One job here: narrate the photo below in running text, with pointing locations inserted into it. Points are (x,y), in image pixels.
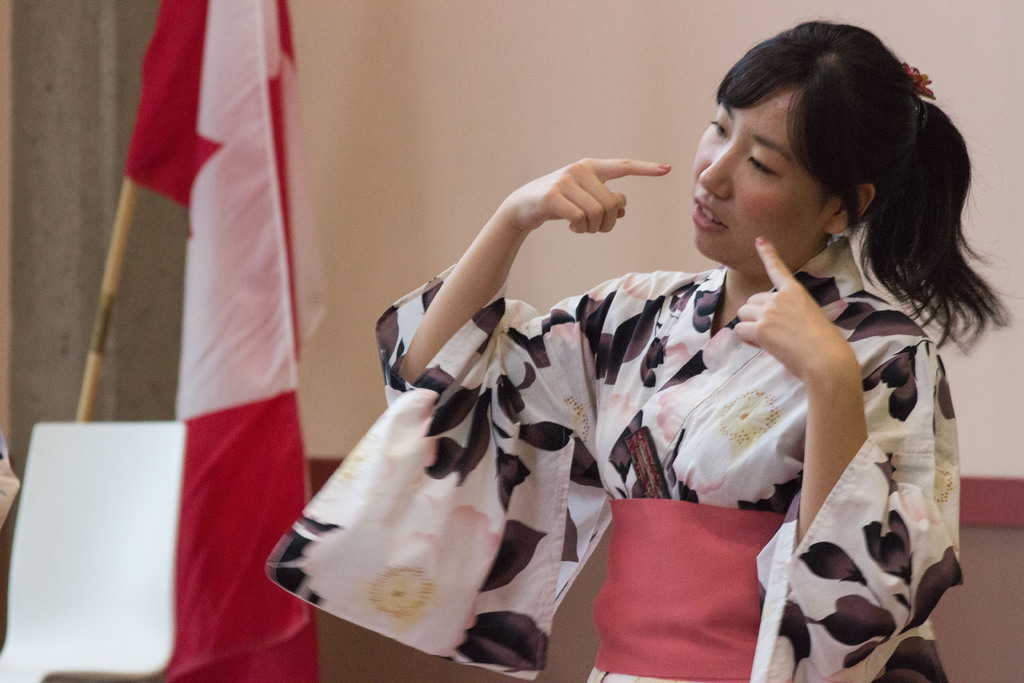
In this picture there is a woman (890,346) who is wearing white dress (932,481). In the background (350,349) there is a flag (265,304) and a wall (338,369). In the bottom left corner (127,656) there is a chair (139,533) near to the flag (82,411).
